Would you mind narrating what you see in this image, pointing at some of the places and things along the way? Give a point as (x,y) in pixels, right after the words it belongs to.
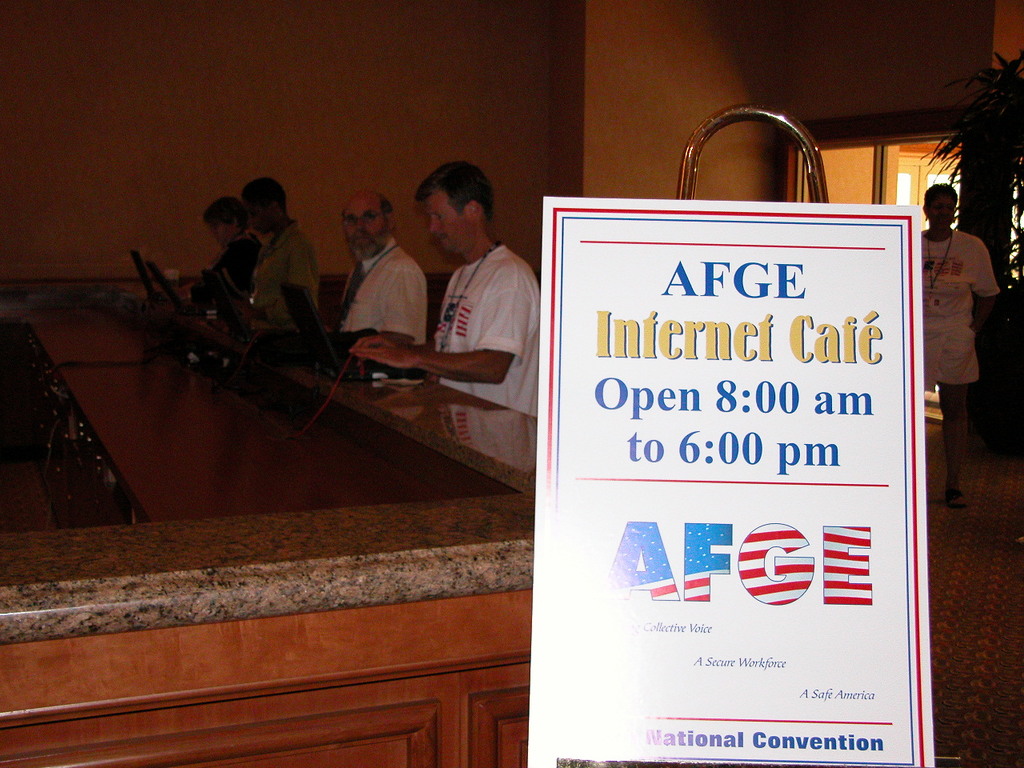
There is a poster (653,531) with something written. Near to that there is a table (431,465). There are some people (396,248) standing. On the table (435,408) there are laptops (326,353). On the right side (826,160) there is a door (861,154) and a plant (1017,239).
